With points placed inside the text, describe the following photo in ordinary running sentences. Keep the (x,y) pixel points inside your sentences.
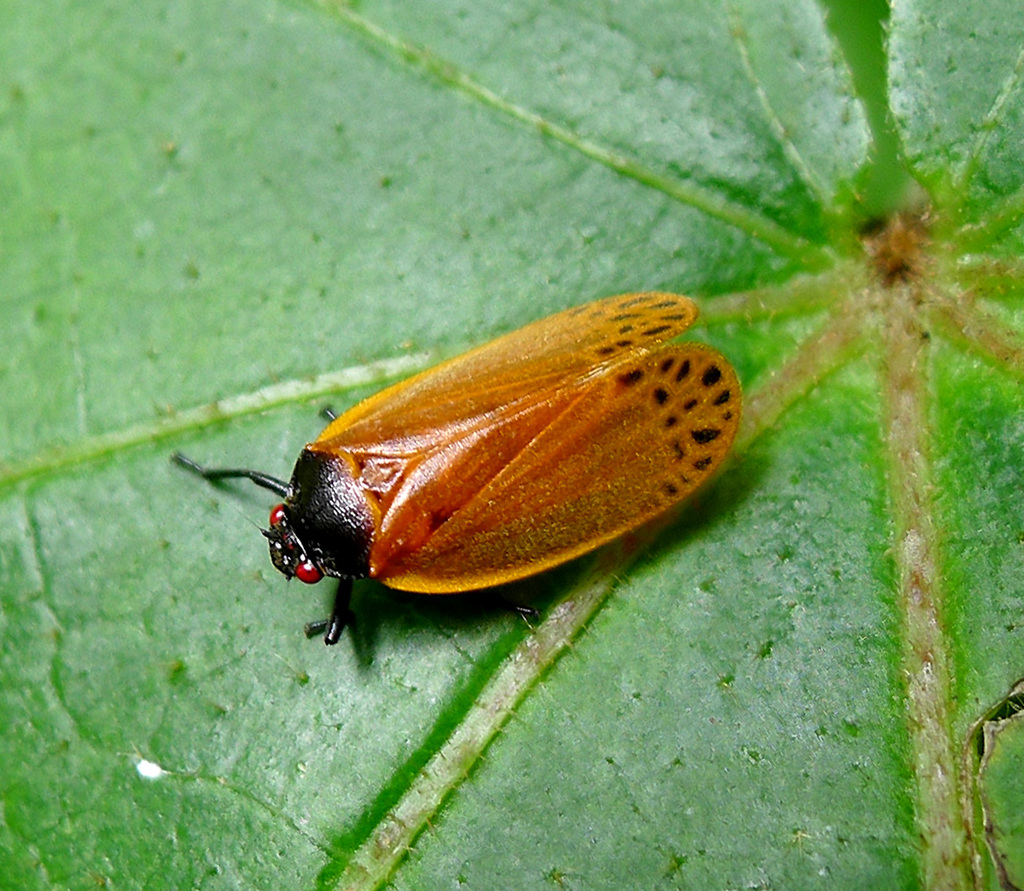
In this picture there is a insect (567,342) or fly (633,444) which is standing on the leaf (470,632).
